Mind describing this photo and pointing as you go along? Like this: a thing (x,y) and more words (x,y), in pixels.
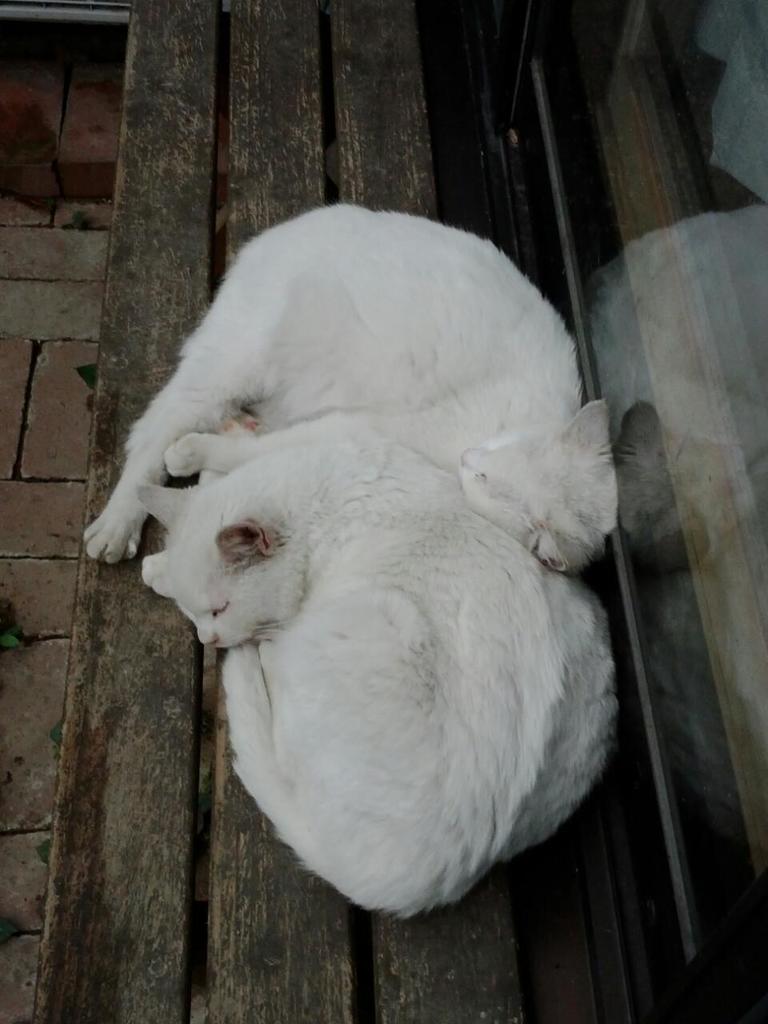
In this image, I can see two white cats (412,566) sleeping on a wooden bench (159,763). On the right side of the image (664,556), that looks like a glass door (671,525). On the left side of the image (65,222), I think this is a floor (79,337).
